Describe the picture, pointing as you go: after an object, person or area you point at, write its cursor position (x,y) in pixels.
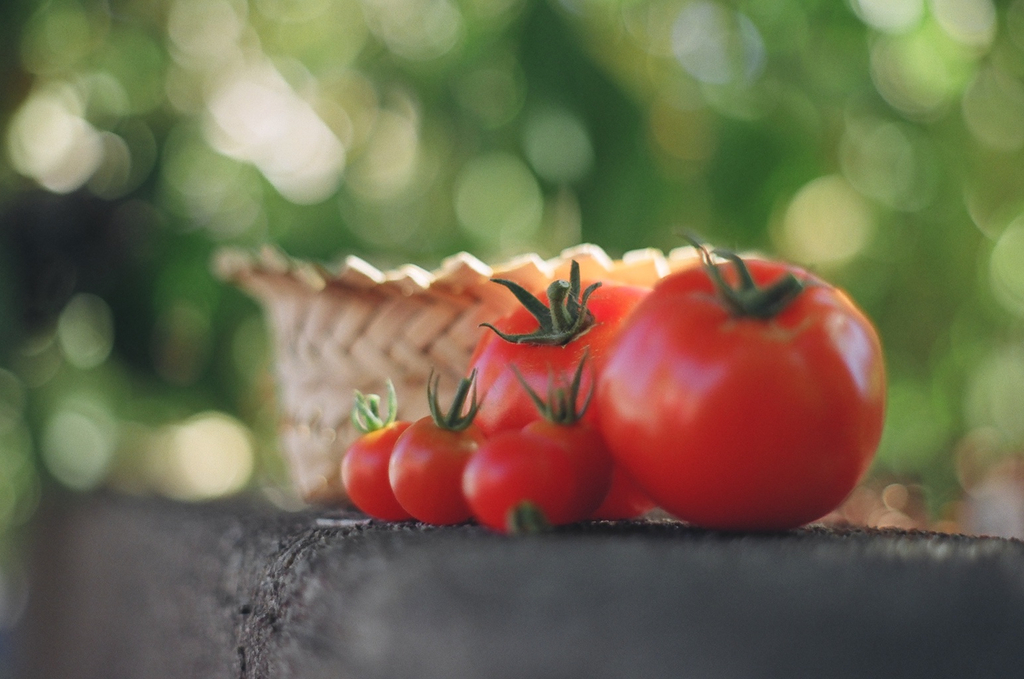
In this image I see 5 tomatoes (496,361) which are of red and green in color and I see a basket (415,385) over here which is of light brown in color and these things (382,309) are on the black surface (490,596) and it is blurred in the background (426,103).
